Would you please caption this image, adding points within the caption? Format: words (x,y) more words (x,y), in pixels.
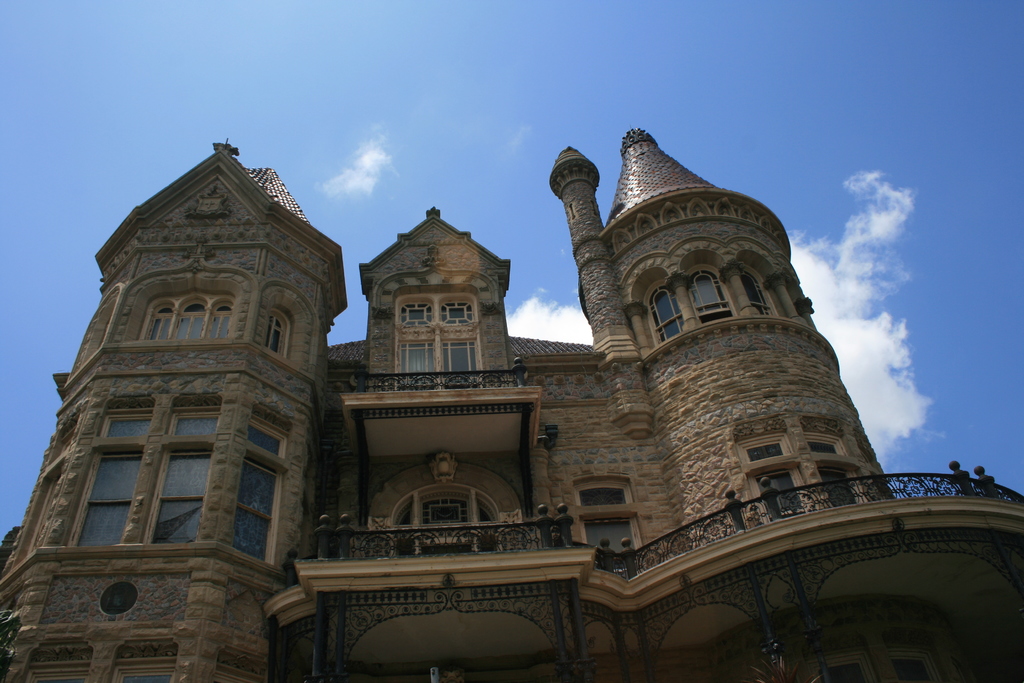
In this image here is a castle (337,465) having few windows (457,516) and balcony (455,576). Top of image (604,110) there is sky (557,209) with some clouds (557,319).
